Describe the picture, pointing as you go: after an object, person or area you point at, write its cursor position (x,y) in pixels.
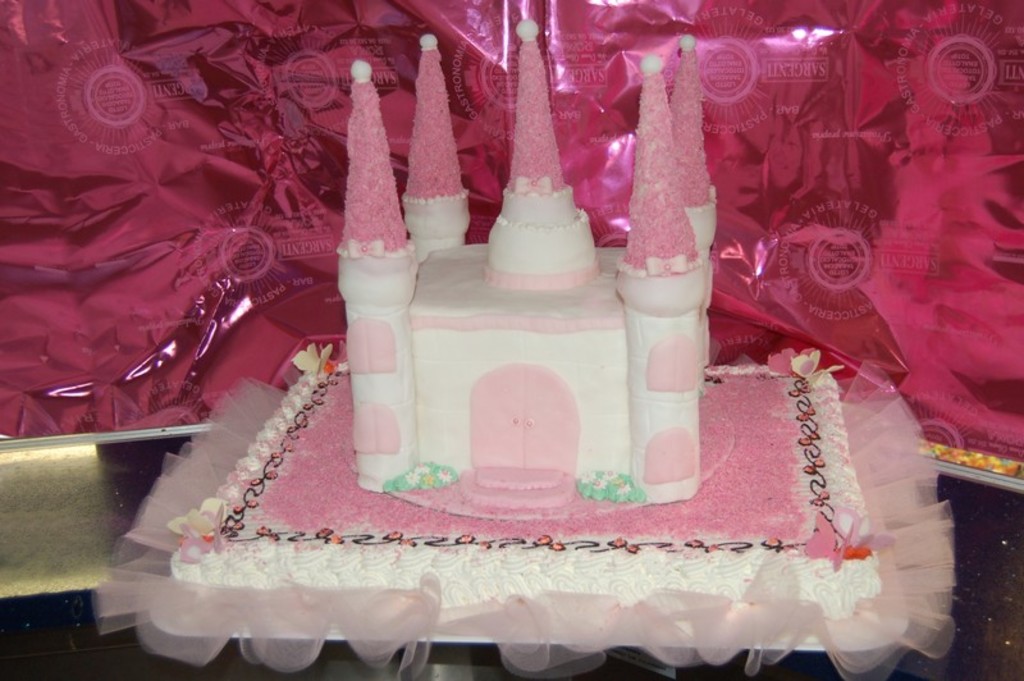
In this picture, we see a cake (578,412) which is in the shape of a building (580,361). It is in white and pink color. At the bottom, we see a white color ribbon like thing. In the background (181,281), we see a sheet (746,183) in pink color.
